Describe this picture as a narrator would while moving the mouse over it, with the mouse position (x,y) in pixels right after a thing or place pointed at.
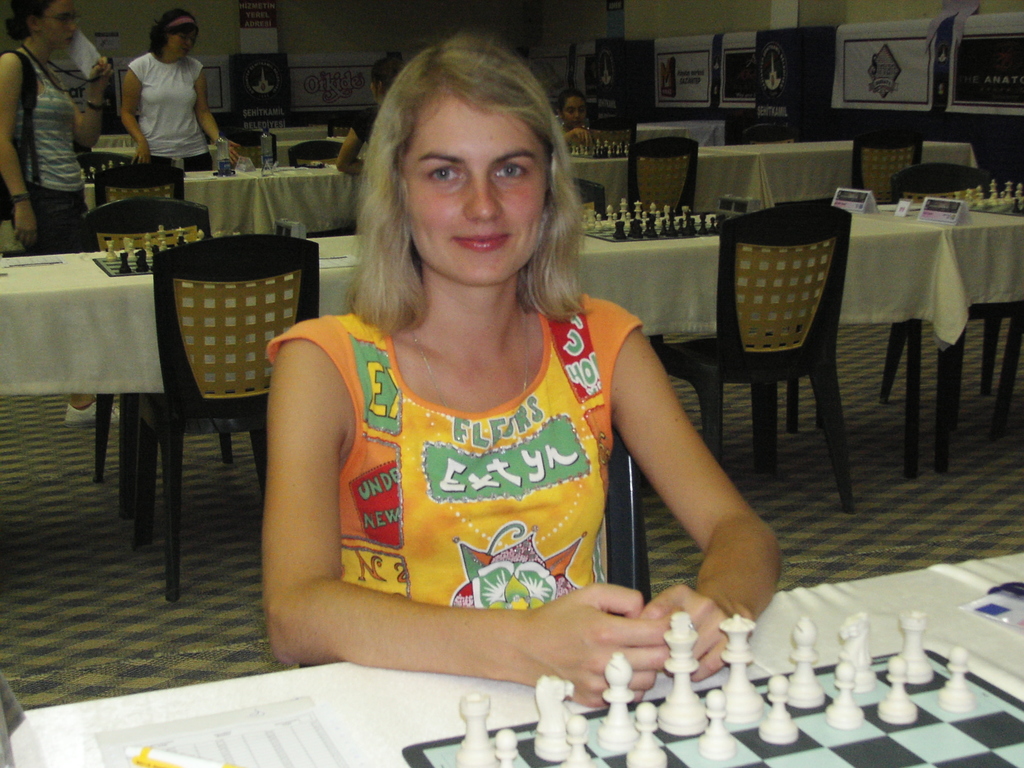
There is a group of people (530,357). In the center (499,385) person (509,547) is sitting on a chair (607,538). She is smiling. On the left side (51,141) two persons (141,73) are standing. One persons (89,115) is holding a paper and wearing a bag (24,101). On the right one person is sitting on a chair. There is a table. There is a chess board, name board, pen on a table (831,609). We can see in background (933,65) posters (916,60) and wall (222,49).
